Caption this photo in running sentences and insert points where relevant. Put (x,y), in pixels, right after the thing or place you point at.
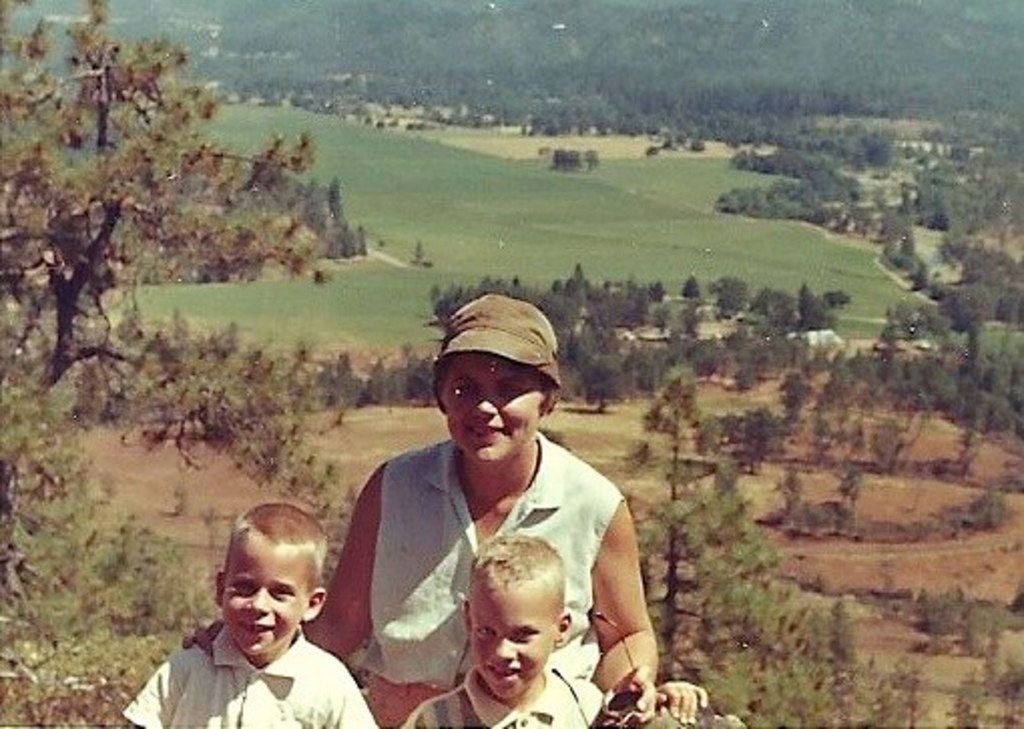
There is a woman (520,352) in white color blouse (563,478), smiling, standing and keeping both hands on two children (248,600) who are smiling and standing. In the background (780,663), there are trees (45,483) on the hill (868,676), there are trees (956,316) and grass (623,229) on the ground (833,255) and there is a mountain (245,30).
